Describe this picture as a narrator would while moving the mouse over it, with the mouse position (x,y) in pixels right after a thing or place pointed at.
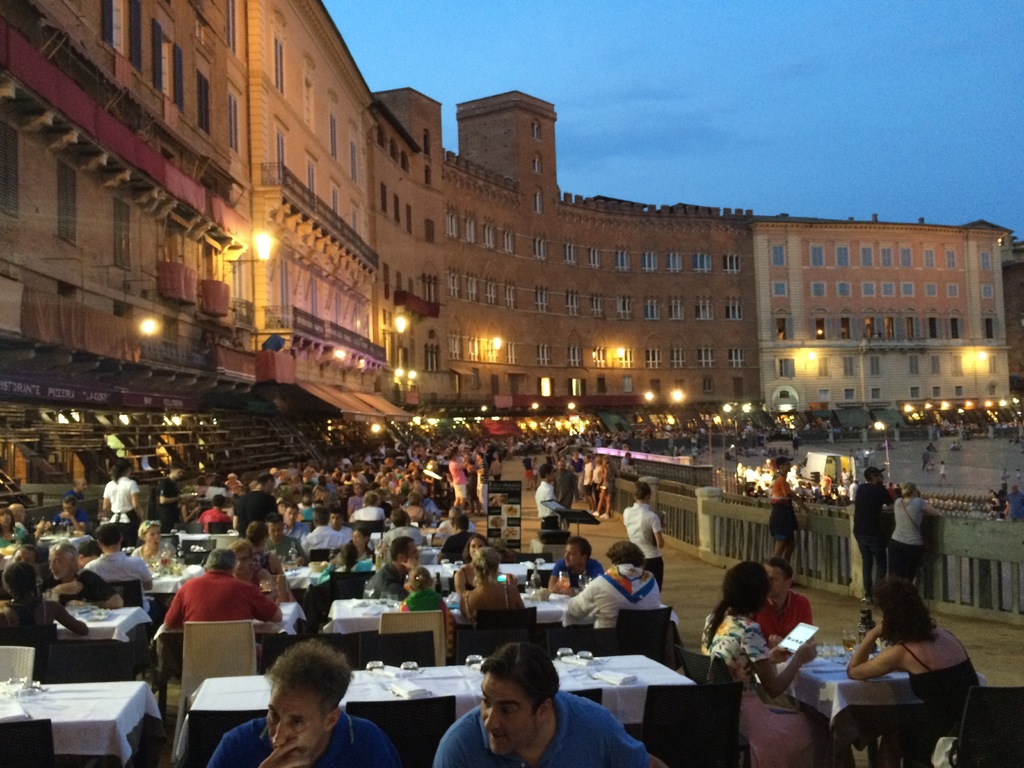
In this image there are few tables (583,668) and chairs (332,593) on the floor (696,625). Few persons (275,664) are sitting on the chairs (630,646). Right side (767,524) there is a fence (947,545). Few persons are standing near the fence (763,551). Background (841,346) there are few buildings (514,326) having few lights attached to the wall (352,359). Behind the fence (757,511) there are few persons (841,499). Top of the image (771,87) there is sky (782,86).
